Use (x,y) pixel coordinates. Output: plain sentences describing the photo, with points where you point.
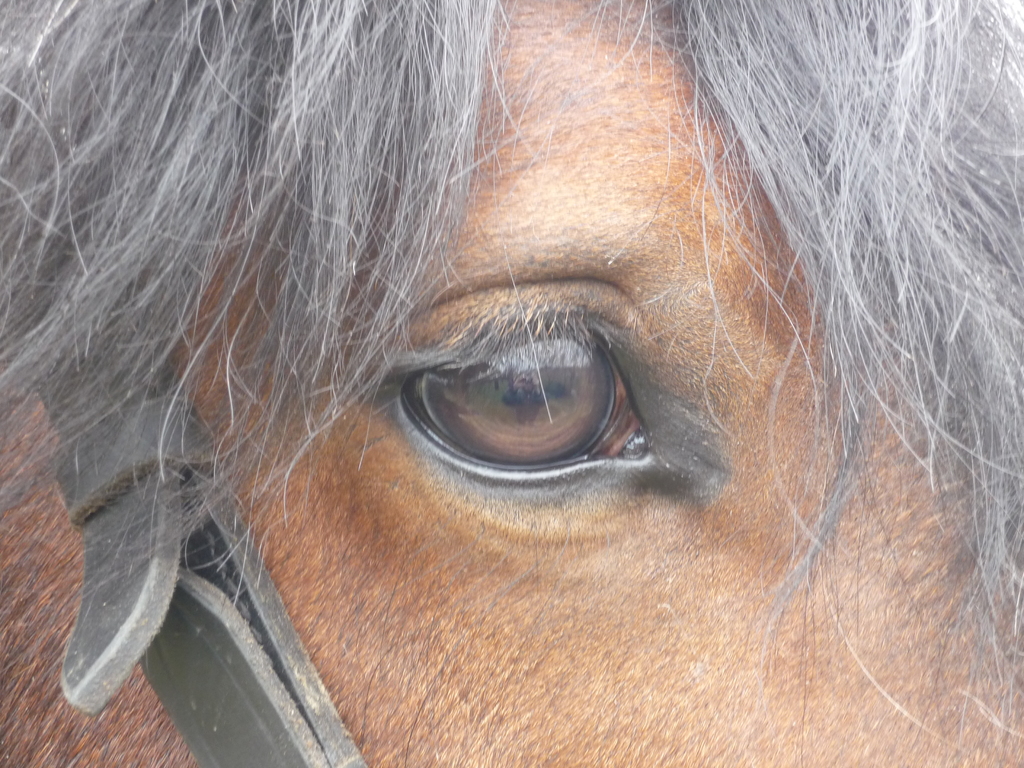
In this image I can see the eye (513,370) of the horse (640,614) and it is brown color. I can see it has the black hair (255,111) and there is a black belt (122,496) to the side.
